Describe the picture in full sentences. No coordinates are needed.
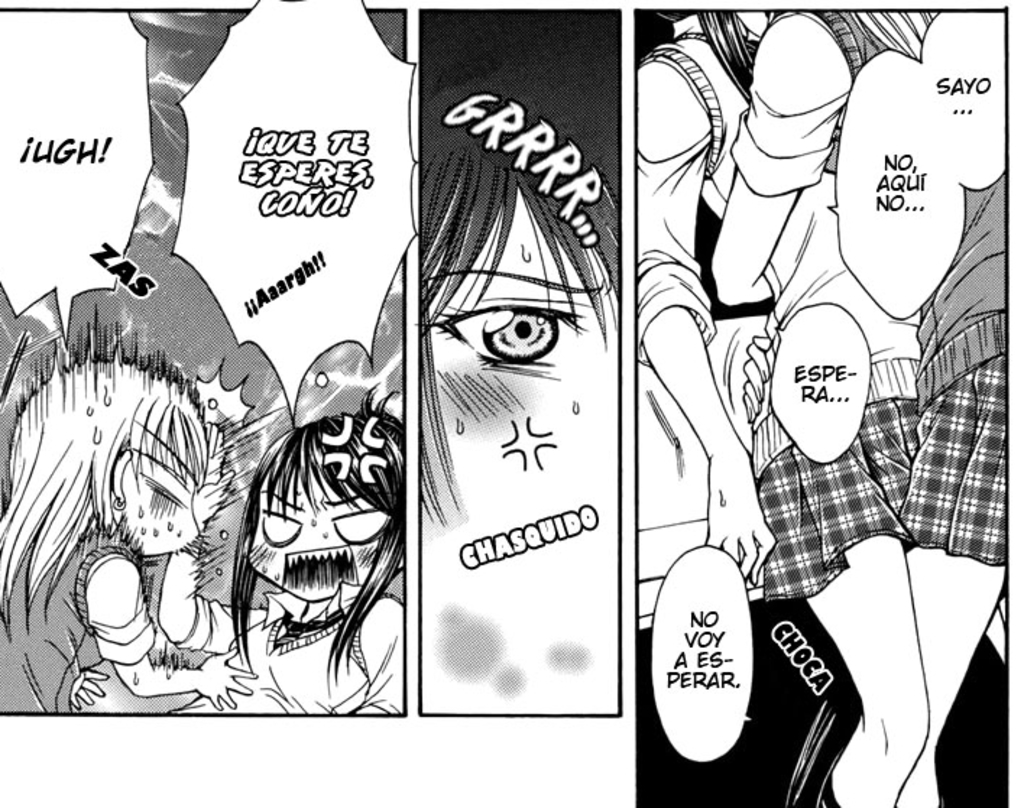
This is a black and white animated picture. In this image something is written.
